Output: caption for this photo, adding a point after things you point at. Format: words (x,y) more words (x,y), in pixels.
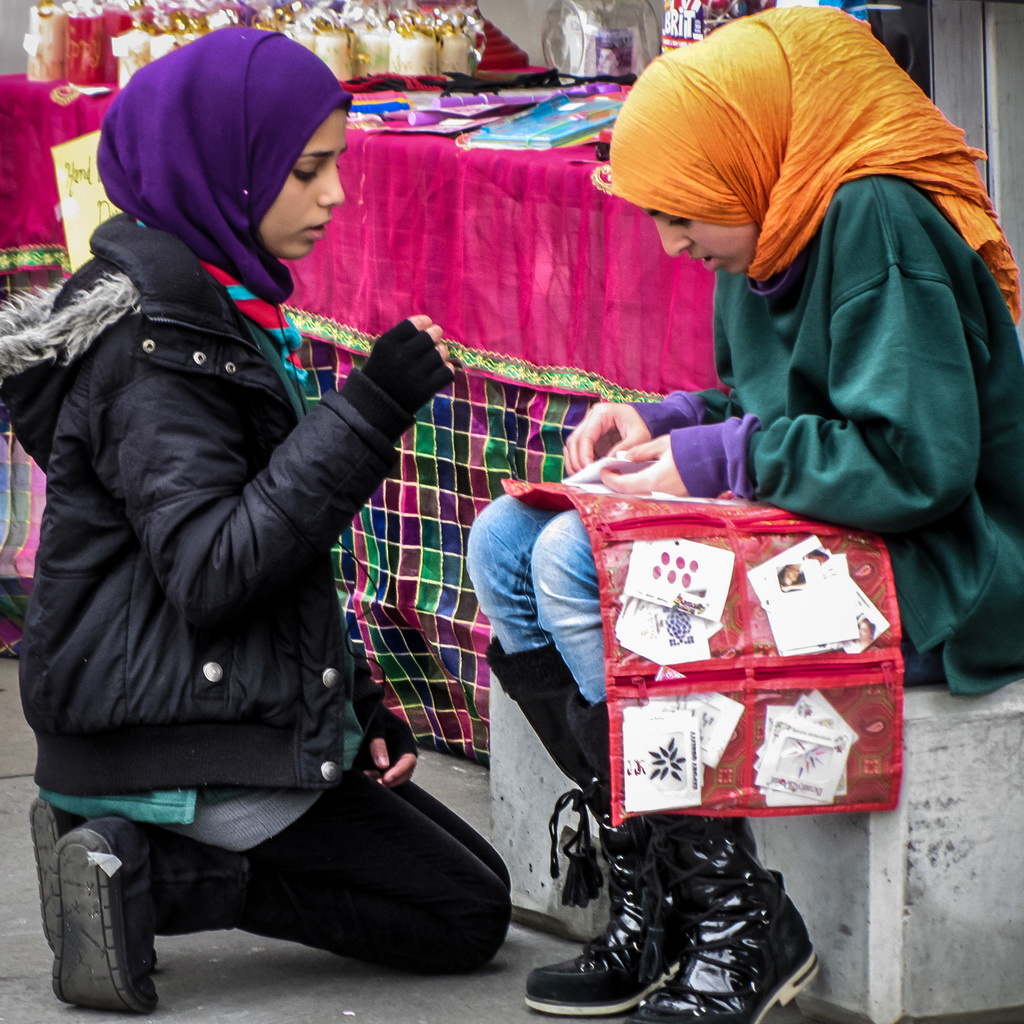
In the picture we can see a woman (110,399) sitting on the knee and she is in the jacket (150,642) and a cloth (199,195) to her head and in front of her we can see a woman (912,393) sitting on the stone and she is searching something in the purse (796,809) and beside them we can see a table (430,742) with a pink color table cloth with some gifts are placed on it.
